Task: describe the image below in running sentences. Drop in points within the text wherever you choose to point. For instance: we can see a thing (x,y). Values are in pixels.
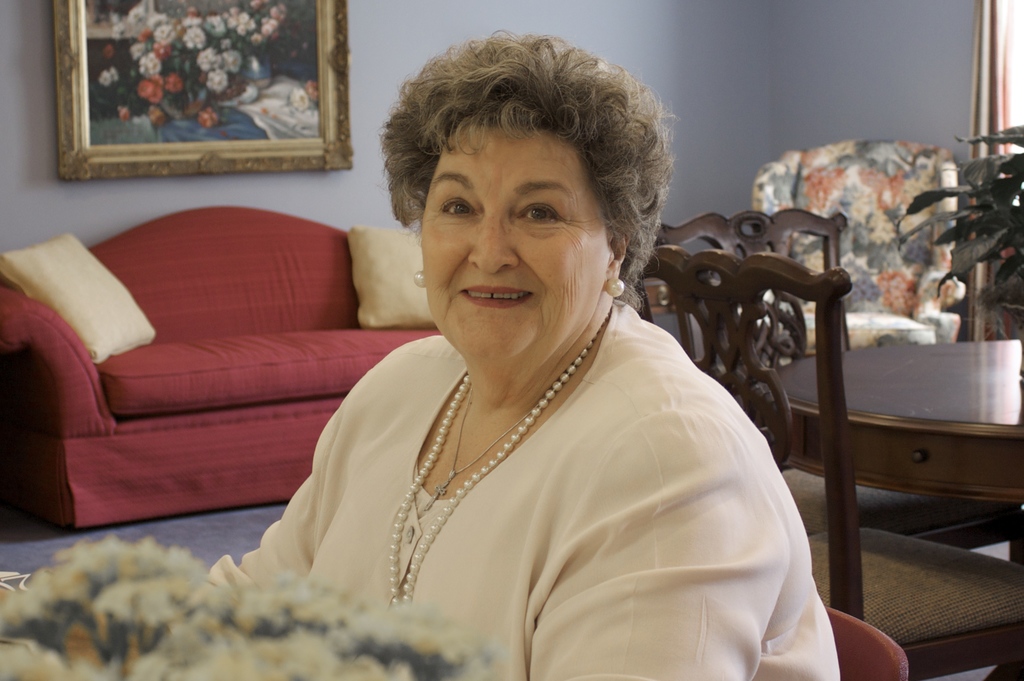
In this picture we can see a woman (777,658). She is smiling. There is a sofa (248,363) and these are the pillows (386,244). Here we can see a table (933,475) and there are chairs (952,620). On the background (852,91) there is a wall (676,104) and this is frame (233,103).
